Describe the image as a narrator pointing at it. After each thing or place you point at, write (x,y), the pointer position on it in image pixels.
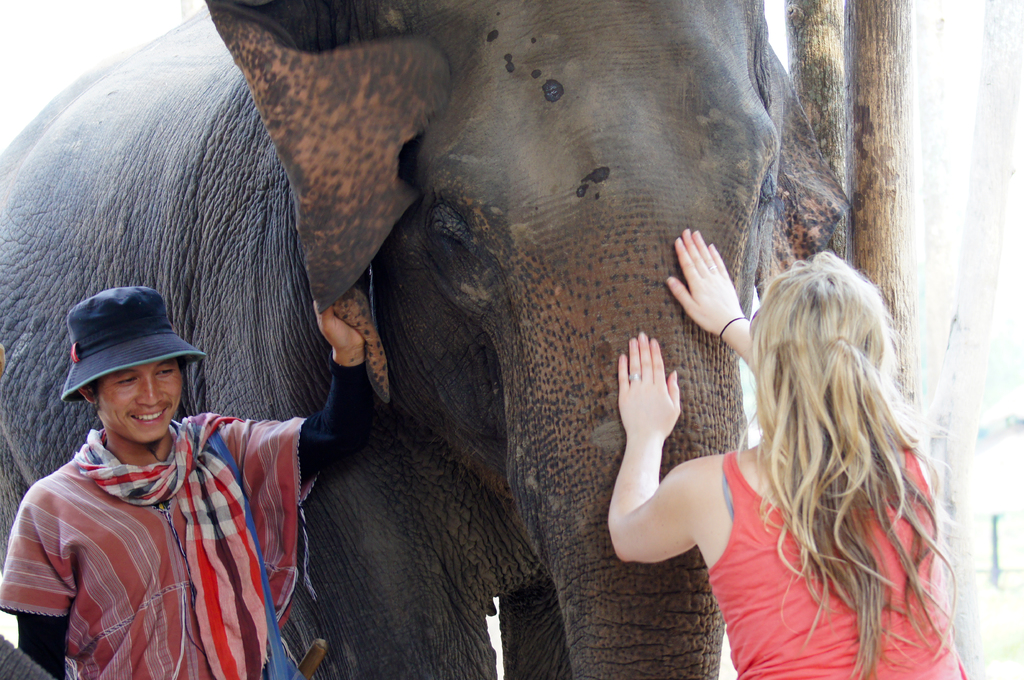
Here we can see an elephant (232,320) and on the left side (324,430) we can see a man (23,514) holding the ear (352,321) of elephant (309,355) and in front (812,523) we can see a woman (814,291) holding the trunk (714,615) of the elephant (717,630).
